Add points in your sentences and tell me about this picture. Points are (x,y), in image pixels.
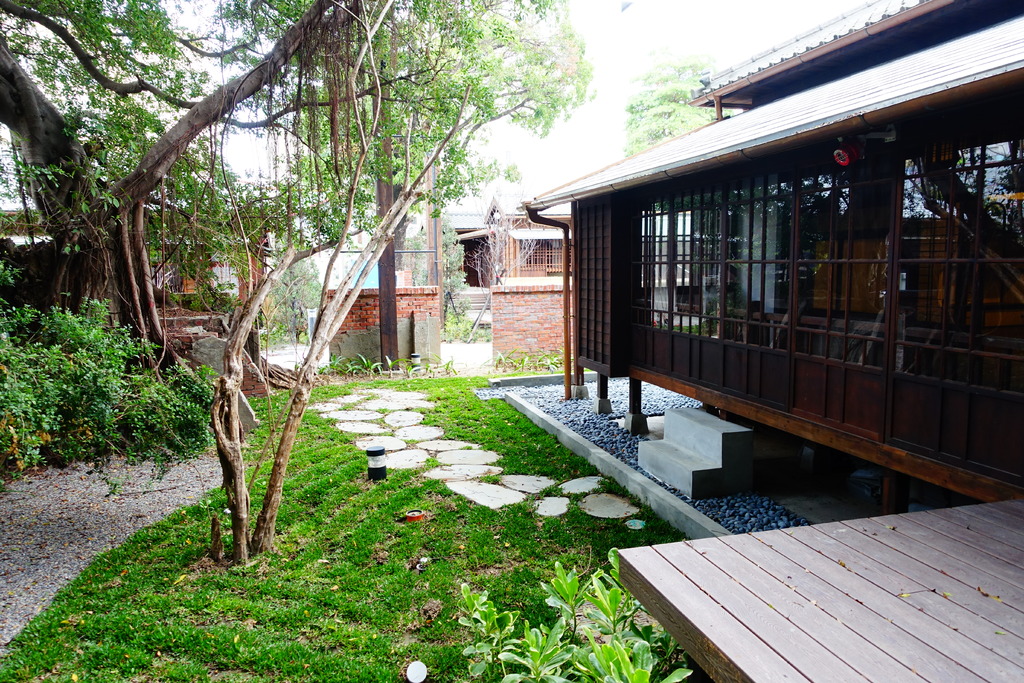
Land (321,489) is covered with grass (490,554). Here we can see plants (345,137) and trees (197,122). Houses (559,246) with glass windows (794,262).
